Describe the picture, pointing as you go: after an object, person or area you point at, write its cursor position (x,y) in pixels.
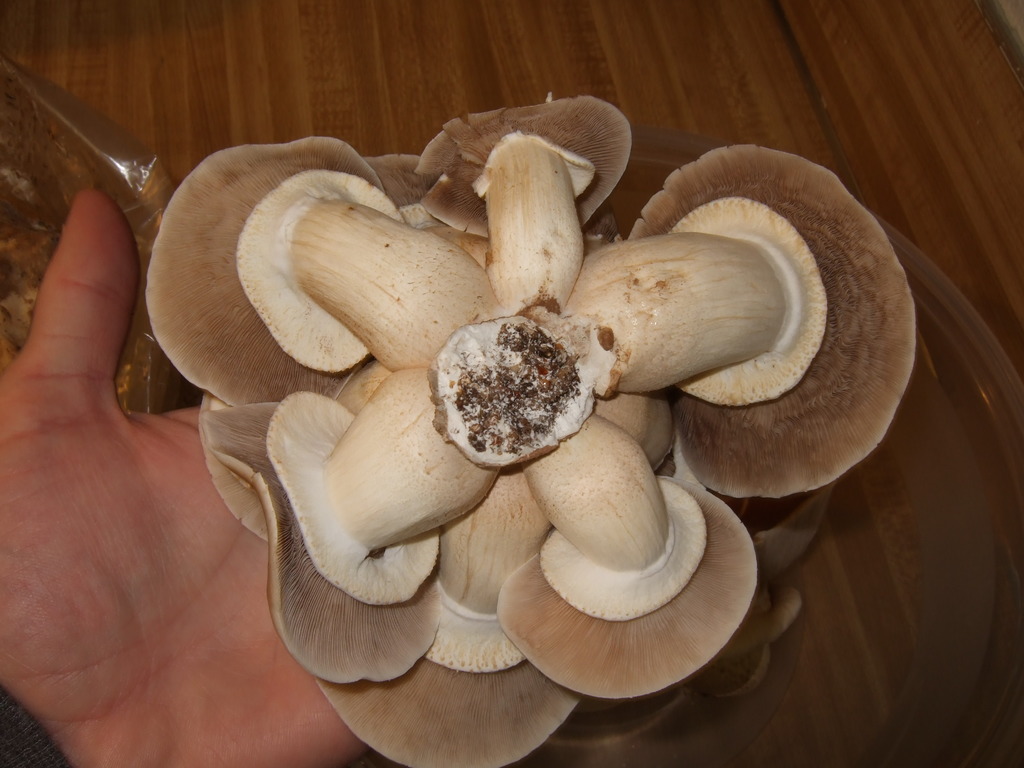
In this picture i can see the persons (225,575) who is wearing black dress (14,747). He is holding some mushroom (548,499). At the top (590,38) there is a table (758,31) near to the wall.
